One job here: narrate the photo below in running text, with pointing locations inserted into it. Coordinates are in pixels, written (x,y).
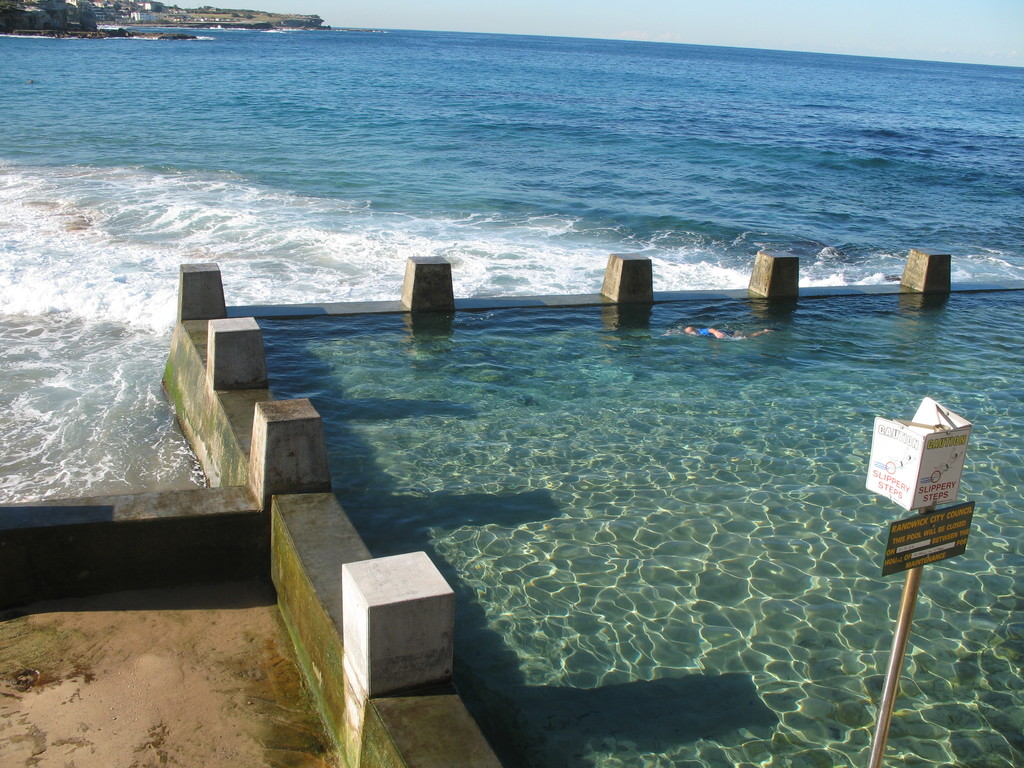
In this picture in the front (550,511) there is water (716,530) and there is a pole (927,511), on the pole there are boards (925,494) with some text (947,487) written on it and there are stones (260,374). In the center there is an ocean (455,118). In the background (149,10) there are buildings (129,19) and trees (136,0).
